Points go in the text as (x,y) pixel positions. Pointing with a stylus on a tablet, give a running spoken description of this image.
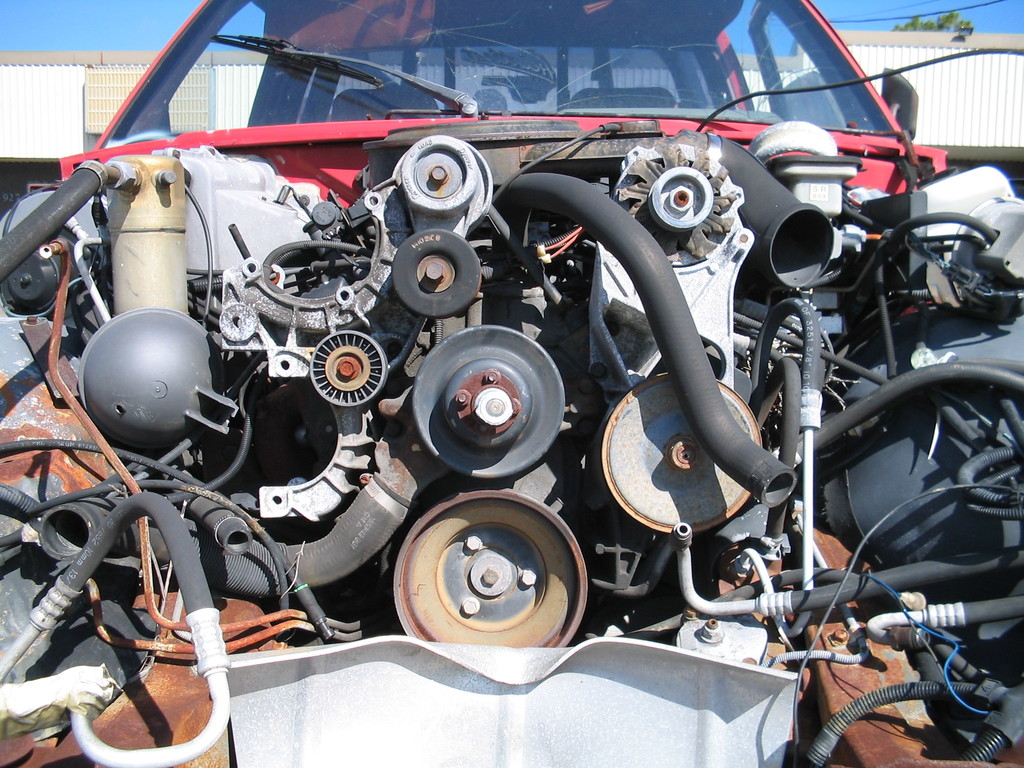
In this image there is a vehicle (572,391) without a bonnet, in the background (911,56) there is a building (849,43), we can see some leaves (932,24) of a tree (908,26) and the sky (836,9).
